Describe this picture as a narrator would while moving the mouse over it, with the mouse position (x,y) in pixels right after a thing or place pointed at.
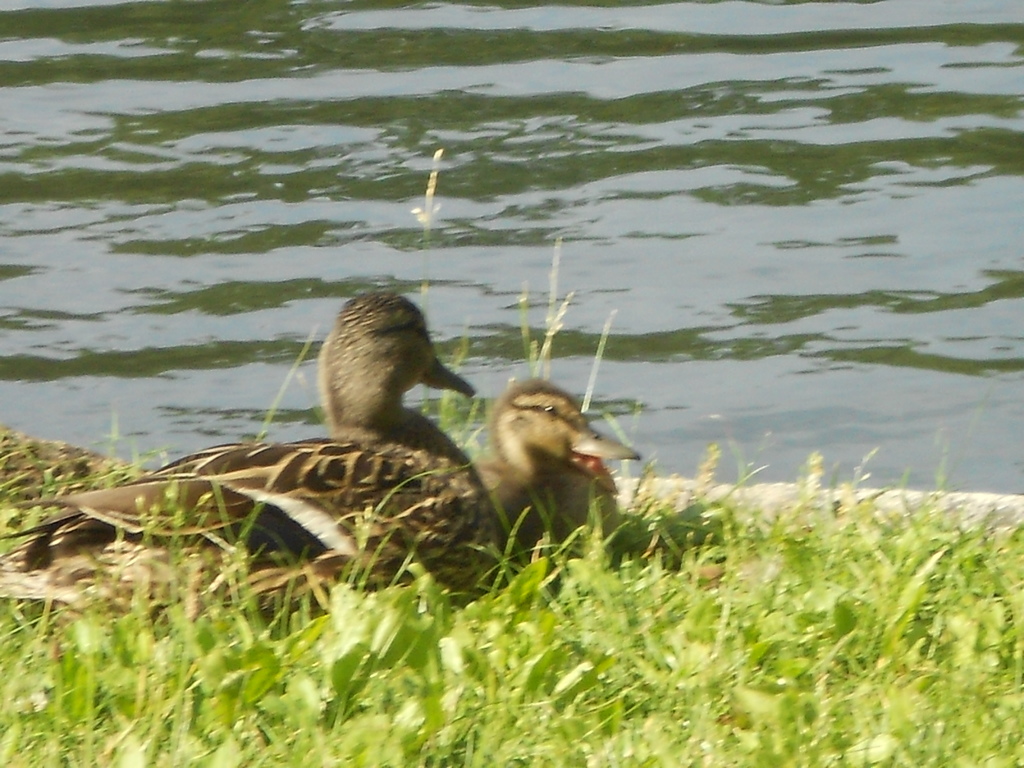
In this picture there are two ducks (380,472) sitting on the grass (212,612). Behind there is a lake water (342,169).
